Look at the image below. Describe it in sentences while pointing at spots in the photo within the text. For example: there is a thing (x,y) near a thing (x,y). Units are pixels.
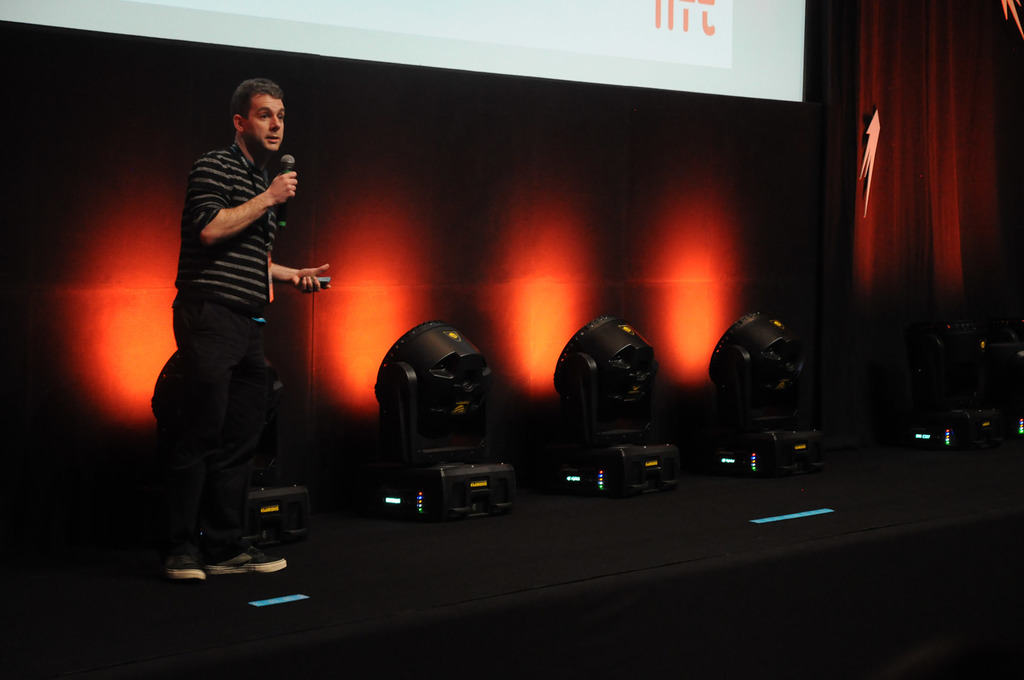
In this picture we can see a man (252,119) standing on the stage (343,569) and speaking on the microphone (286,166). Behind we can see black spot lights (638,374). In the background (539,420) we can see red banner (296,299).
